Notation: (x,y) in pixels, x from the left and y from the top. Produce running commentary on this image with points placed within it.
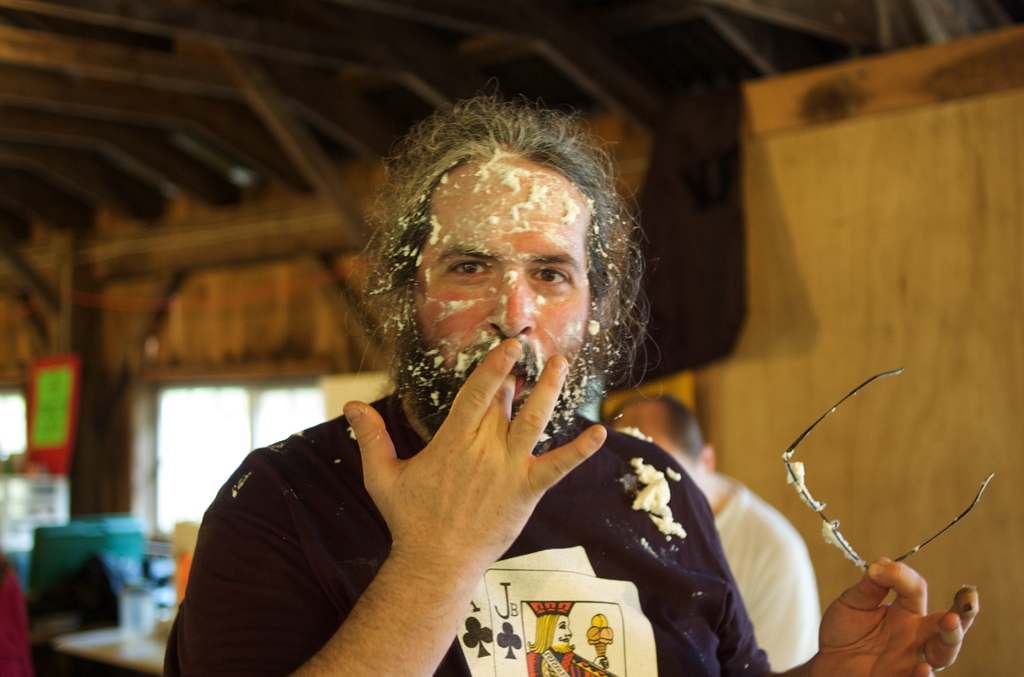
In this picture we can see a man (379,421) holding a spectacle (837,410) with his hand (830,632) and in the background (146,465) we can see a window (225,420), wall (757,334), poster (59,371) and some objects (187,547).
